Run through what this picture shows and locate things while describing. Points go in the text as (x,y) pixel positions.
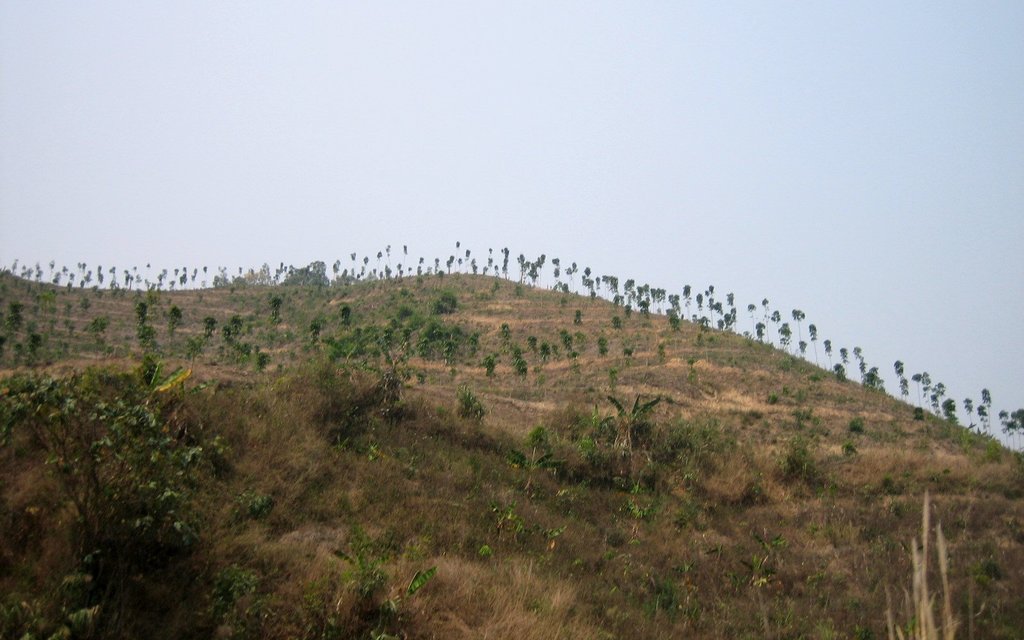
In this image we can see ground (466,375), grass (549,526), and trees (44,386). In the background (939,322) there is sky (750,134).
